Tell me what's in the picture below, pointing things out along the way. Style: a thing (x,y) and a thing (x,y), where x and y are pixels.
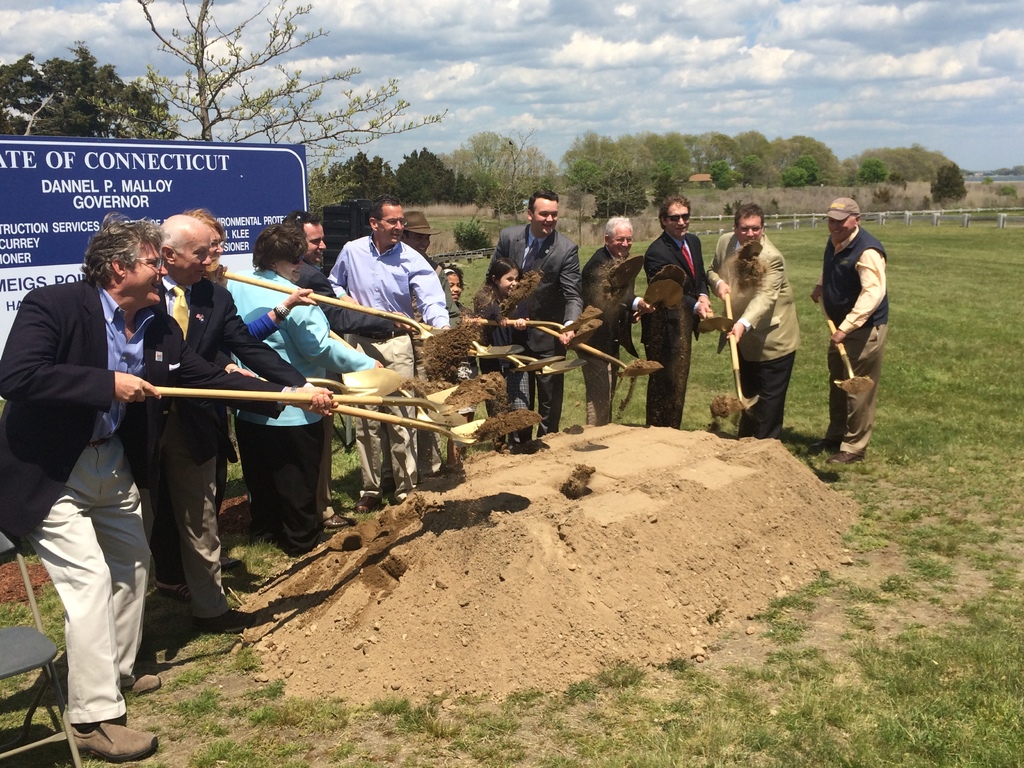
In this image there are a few people (378,327) holding spades (504,346) in their hands (525,325) with mud (505,380) in it, in front of them there is mud (576,544), behind them there are trees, a wooden fence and a board (140,215).
